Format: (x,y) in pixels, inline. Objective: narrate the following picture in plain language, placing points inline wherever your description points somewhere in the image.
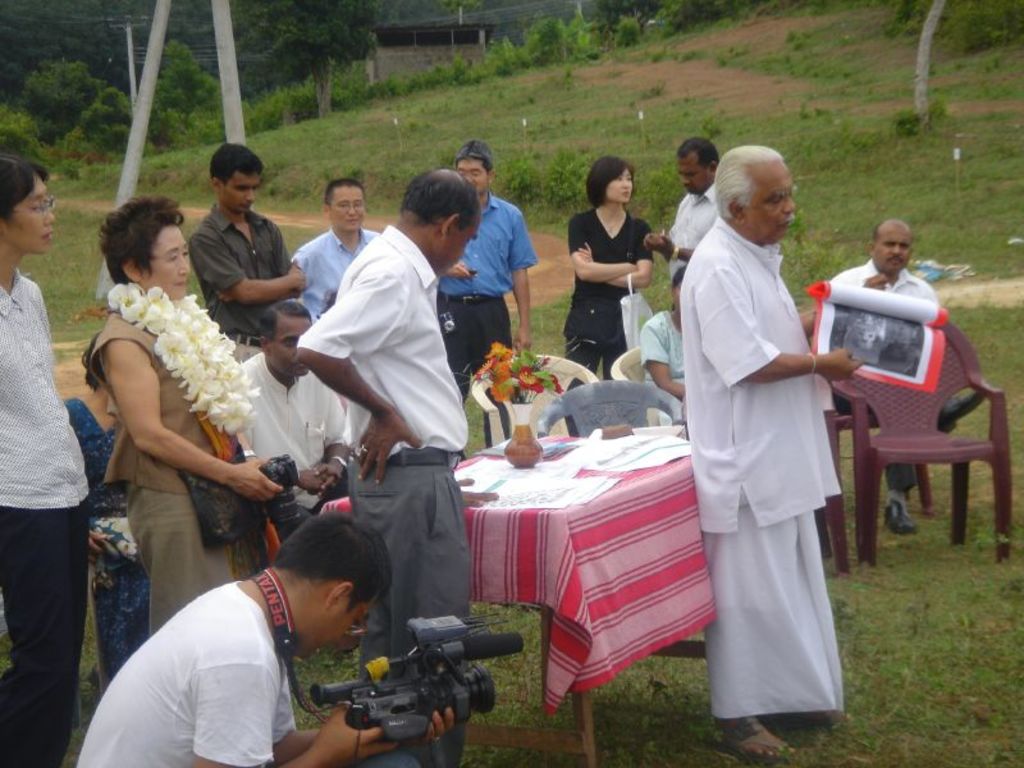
In the image we can see there are lot of people (757,266) who are standing and there is a man (216,720) he is taking a video through video camera (408,688).
